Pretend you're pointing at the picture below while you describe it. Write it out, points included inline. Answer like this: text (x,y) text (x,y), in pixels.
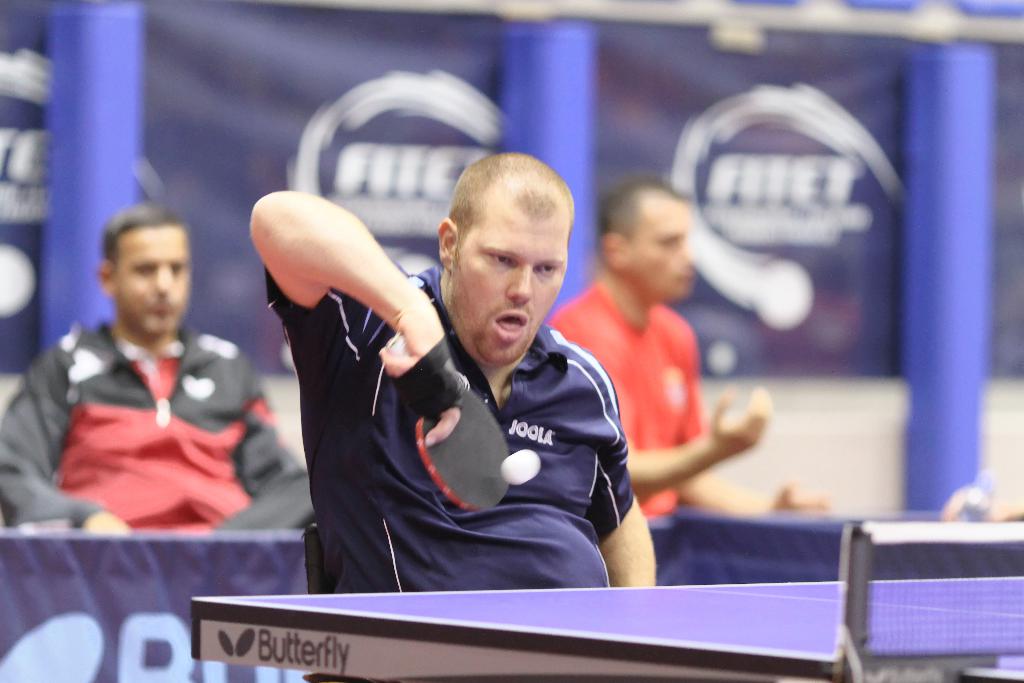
in this picture we can see a man (448,253) is sitting on the chair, and he is holding a racket (472,441) in his hand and playing with the ball (512,467), and in front (862,576) there is the board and net (870,564) on it, and at back (125,363) side there are people (629,249) sitting on the chair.
